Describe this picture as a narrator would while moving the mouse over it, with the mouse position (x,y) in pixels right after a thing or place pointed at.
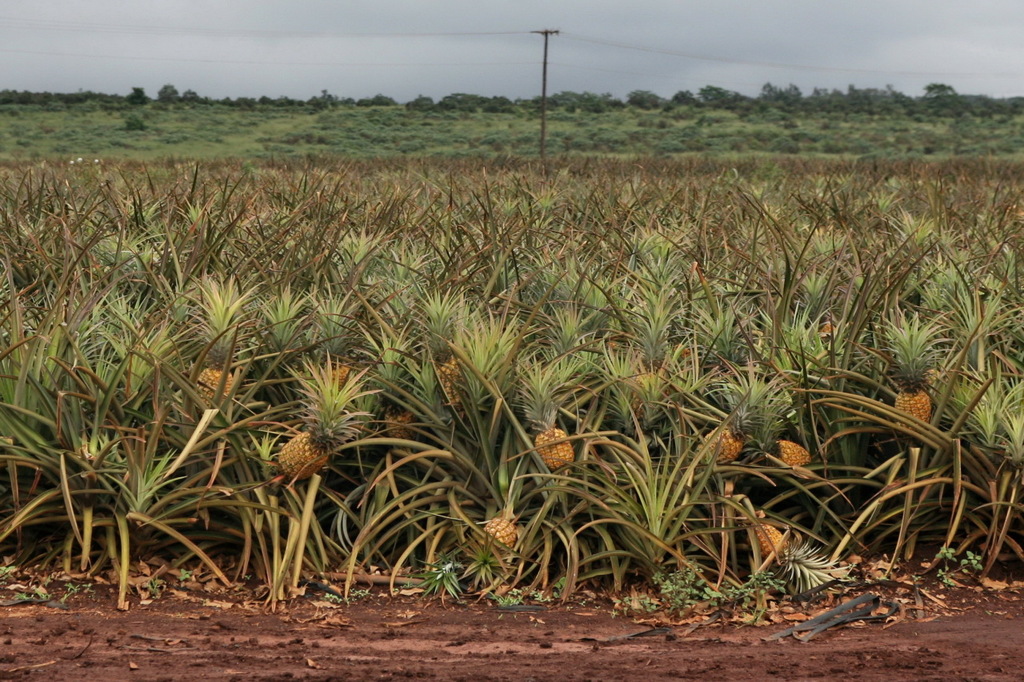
In this picture we can see there are pineapple plants (489,459) on the path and behind the plants (530,229) there is an electric pole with cables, trees (440,104) and a cloudy sky (656,63).
